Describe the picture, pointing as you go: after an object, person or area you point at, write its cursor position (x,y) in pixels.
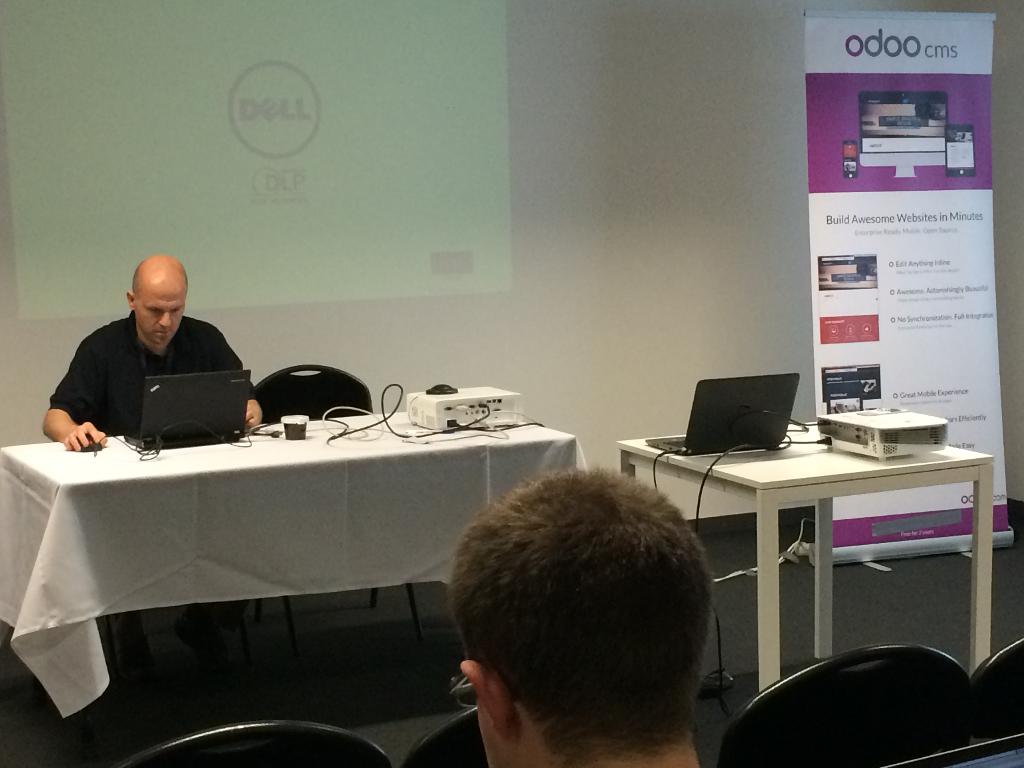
In this there is picture of man (165,297) sitting over here with his laptop (209,418) and is a projector (923,412) over here there some other empty chairs (862,724) over here and man (676,660) sitting over here.
